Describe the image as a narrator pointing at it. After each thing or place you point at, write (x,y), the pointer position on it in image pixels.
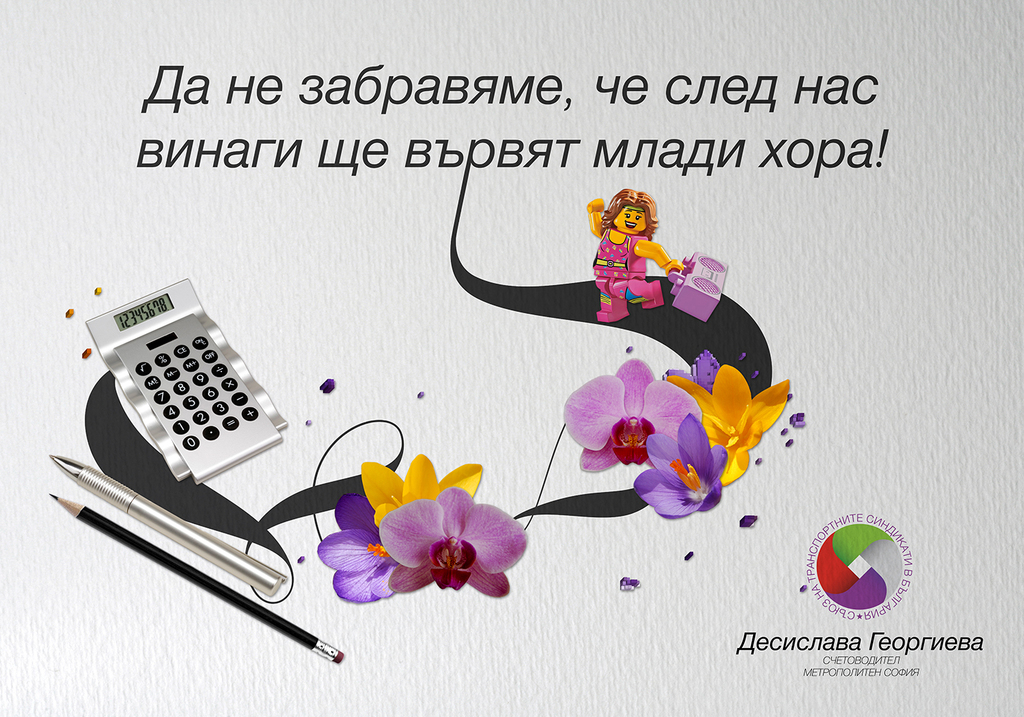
It is a poster. In this image, we can see some text (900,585), logo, few objects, pen (277,579), pencil (208,587), flower (357,562) and a person (622,281) is holding a music player (701,287). Here we can see calculator (184,418).
